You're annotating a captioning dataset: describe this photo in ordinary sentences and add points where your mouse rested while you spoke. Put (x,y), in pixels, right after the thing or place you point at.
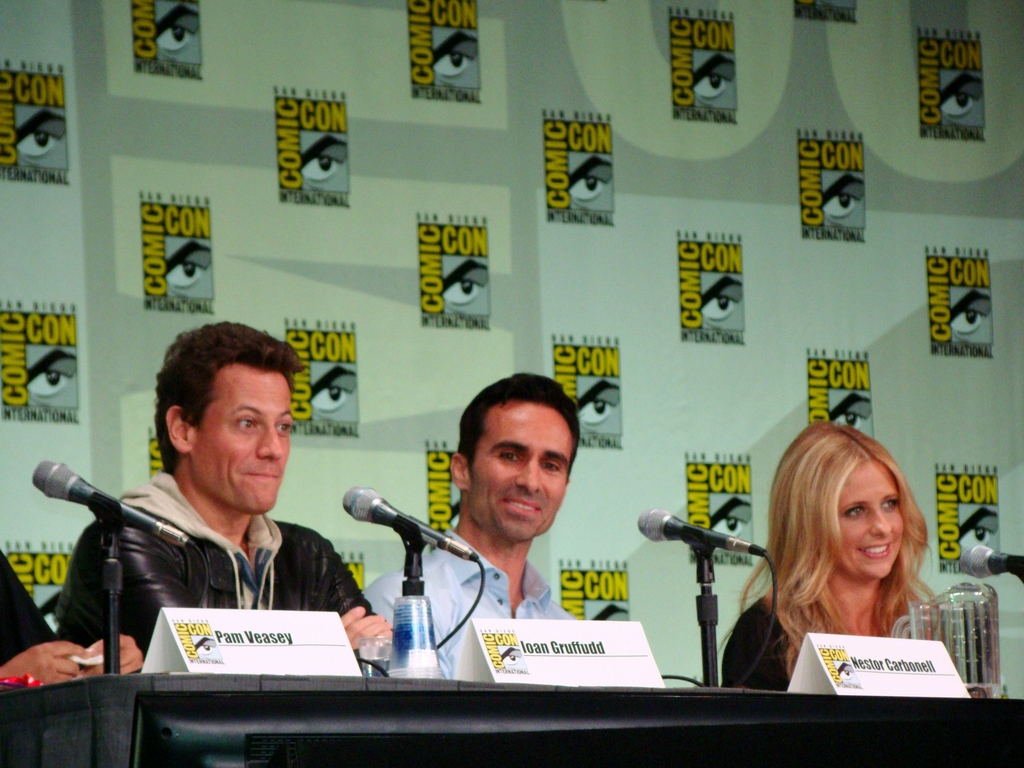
There are three persons (869,579) in different color dresses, smiling and sitting in front of a table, on which there are name boards (235,625) and mics (59,464) attached to the stands (106,516). In the background (708,234), there are animated images (153,248) on a banner (488,293).
